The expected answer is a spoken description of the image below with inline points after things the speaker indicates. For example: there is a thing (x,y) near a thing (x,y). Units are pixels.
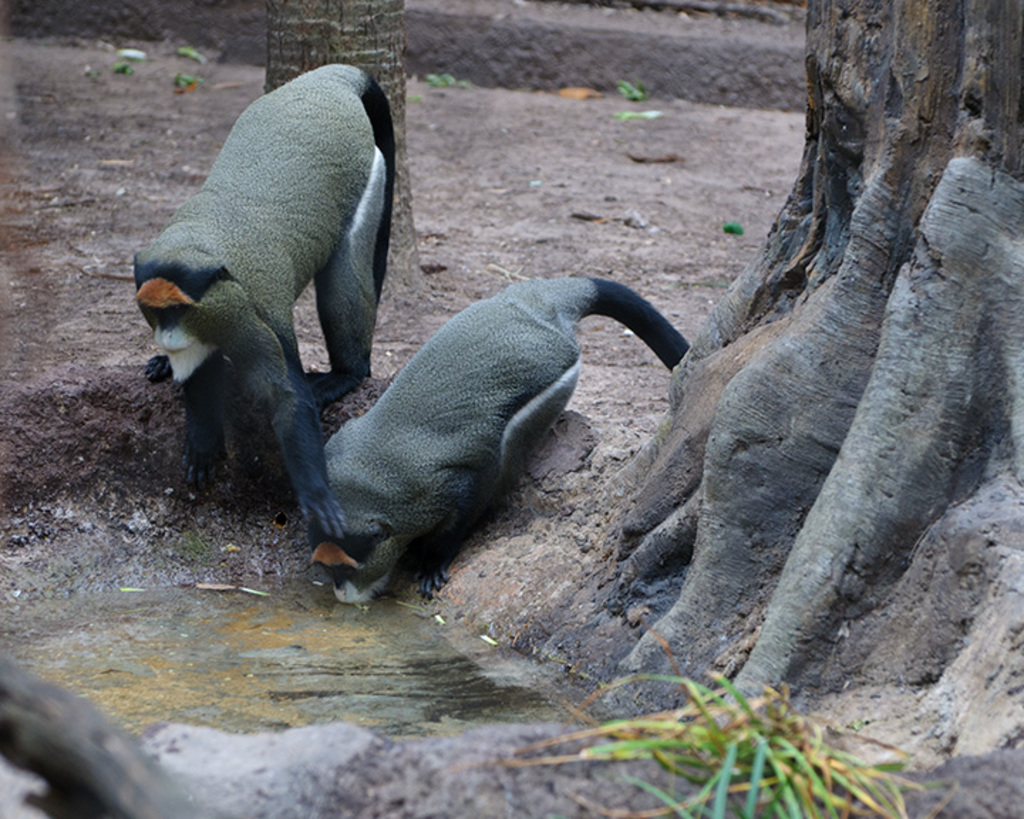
In the image in the center (499,361) we can see two monkeys (299,403). And we can see right side monkey (388,507) is drinking water (372,628). In the background (830,48) we can see trees (998,48).
